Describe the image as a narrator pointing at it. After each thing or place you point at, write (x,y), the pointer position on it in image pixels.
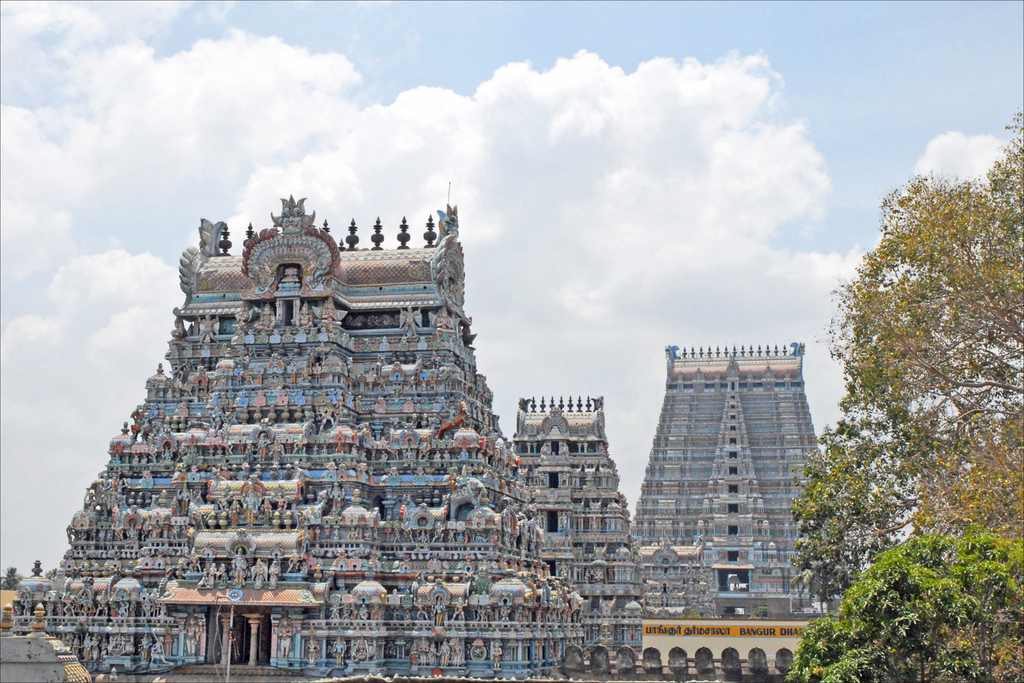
In this image in front (90,624) there is a temple (696,490). On both right and left side of the image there are trees (941,225). In the background of the image (557,73) there is sky (681,163).
